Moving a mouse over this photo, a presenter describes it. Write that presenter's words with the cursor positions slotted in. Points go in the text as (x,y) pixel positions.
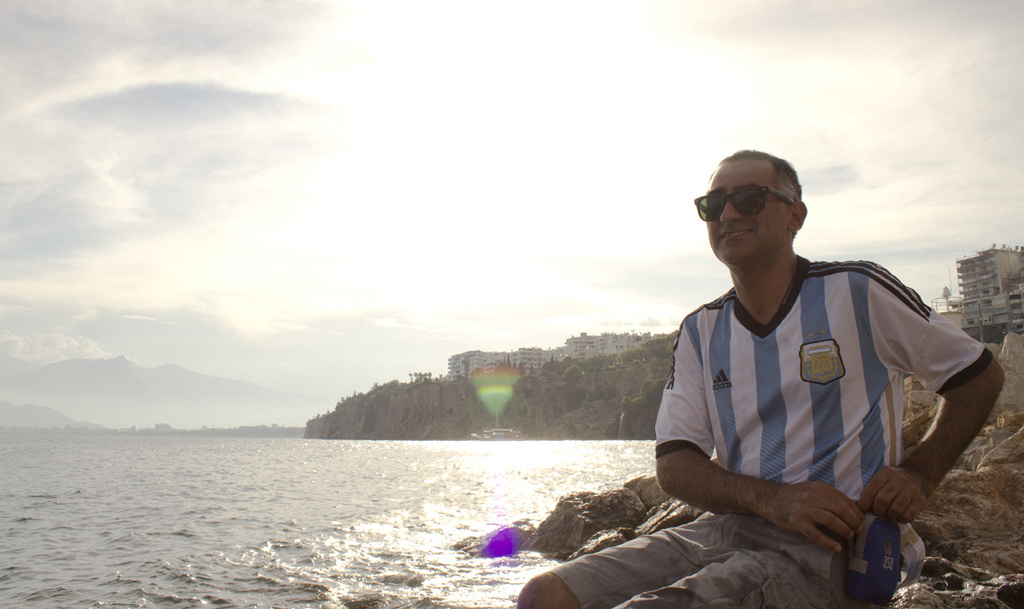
Here we can see a man (796,381). He has goggles (740,195) and he is smiling. This is water (301,564). In the background (621,384) we can see buildings (947,317), rocks (1003,363), and trees (615,372). This is sky (408,371) with clouds (288,290).
